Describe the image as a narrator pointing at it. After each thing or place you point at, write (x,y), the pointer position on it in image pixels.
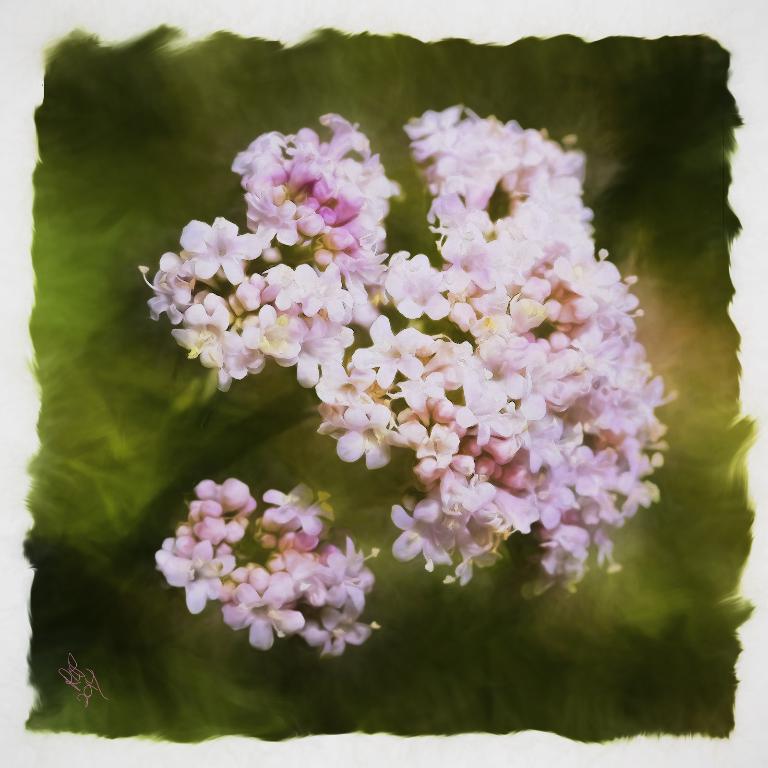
This image is an edited image. This image is taken outdoors. In this image the background (574,663) is blurred and it is green in color. In the middle of the image (283,339) there are many flowers (402,552) which are pink in color.
